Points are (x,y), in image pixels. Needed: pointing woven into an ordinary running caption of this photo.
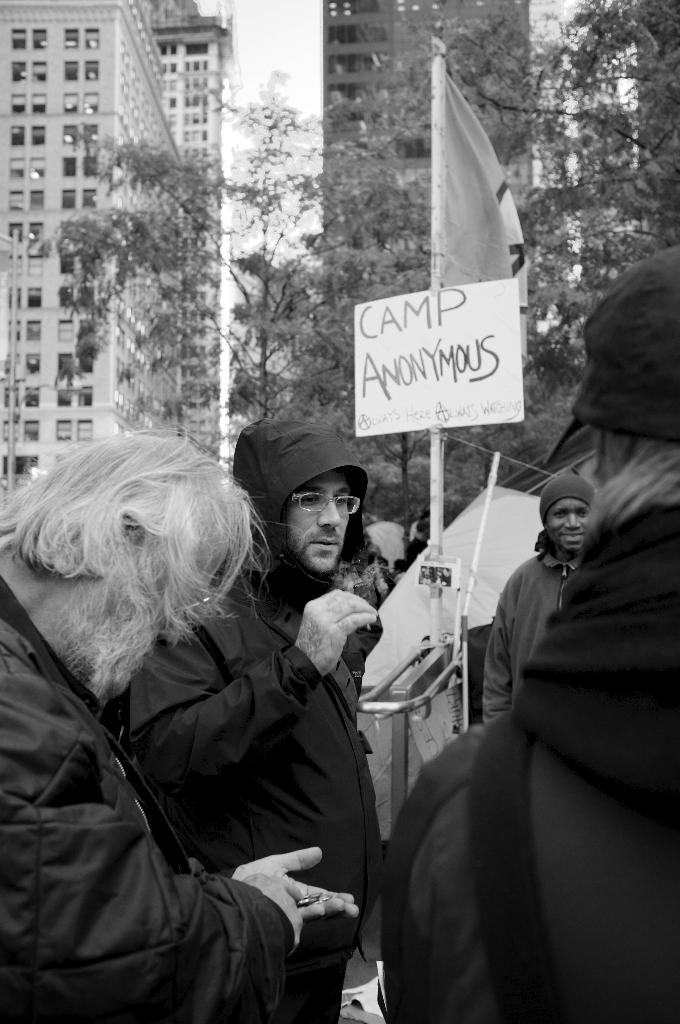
this picture shows few buildings (47,169) and we see trees (424,104) and a flag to the tent (391,629) and we see few people (584,942) standing and a man (328,532) wore spectacles (308,501) on his face (314,529) and few of the caps (252,457) on their heads (618,507) and we see a cloudy sky (272,59).
